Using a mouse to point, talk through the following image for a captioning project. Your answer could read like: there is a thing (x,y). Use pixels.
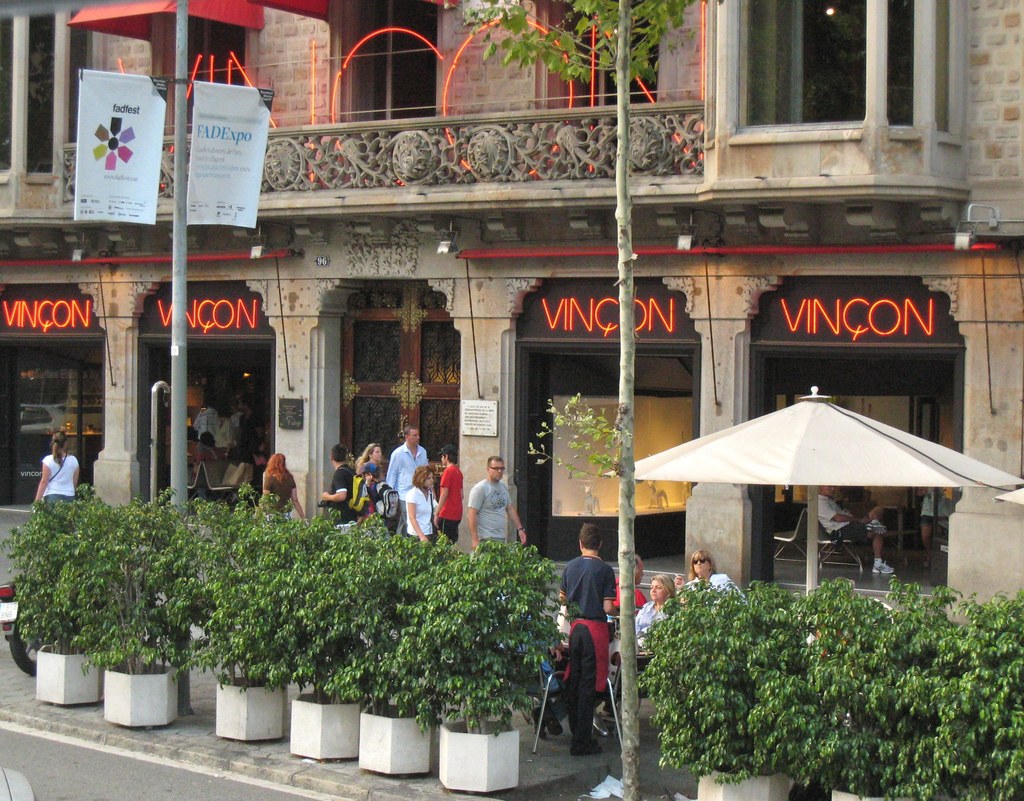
In this picture we can observe some plants (303,679) placed in the plant pots (84,676) which were in white color. On the left side (186,707) there is a pole (186,28) to which white color posters (130,132) were fixed. On the right side (809,442) we can observe an umbrella (781,450) which is in cream color. There are some people (424,455) walking. In the background (328,223) there is a building (357,329). We can observe red color lights (24,311).
